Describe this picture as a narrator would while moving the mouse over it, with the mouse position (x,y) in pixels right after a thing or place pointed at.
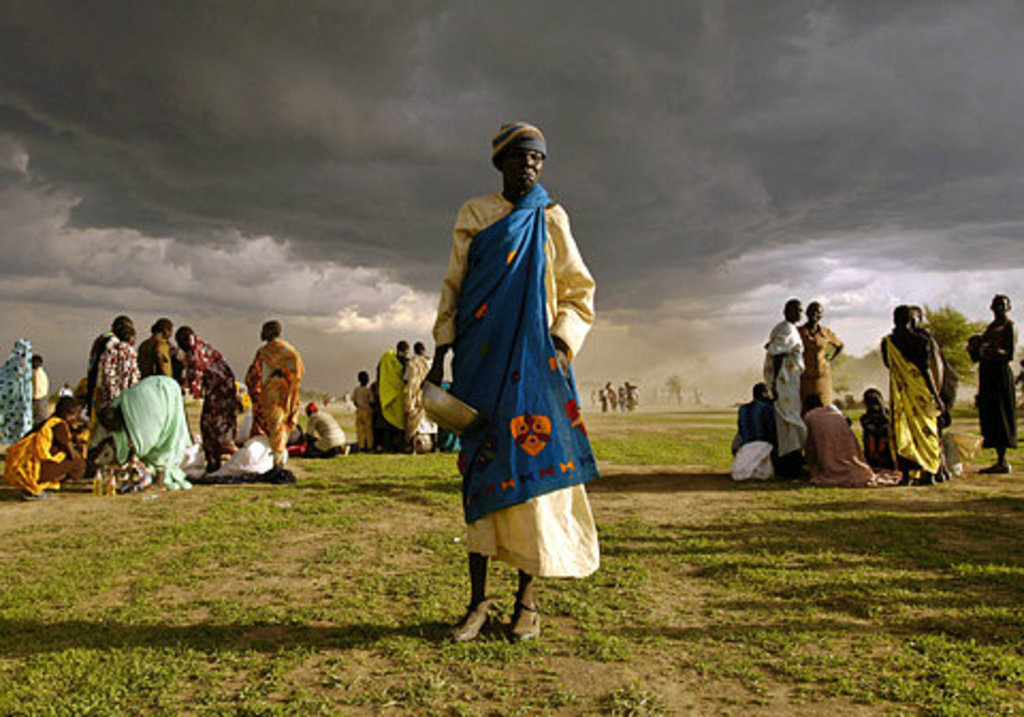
This picture describe about the women (563,314) wearing blue color dress (519,338) standing in the middle of the image (502,401) holding a silver vessel (432,402) in the hand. Behind we can see group of women (405,405) sitting and standing on the ground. In the background (278,115) we can see tree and above a cloudy sky (716,261).
